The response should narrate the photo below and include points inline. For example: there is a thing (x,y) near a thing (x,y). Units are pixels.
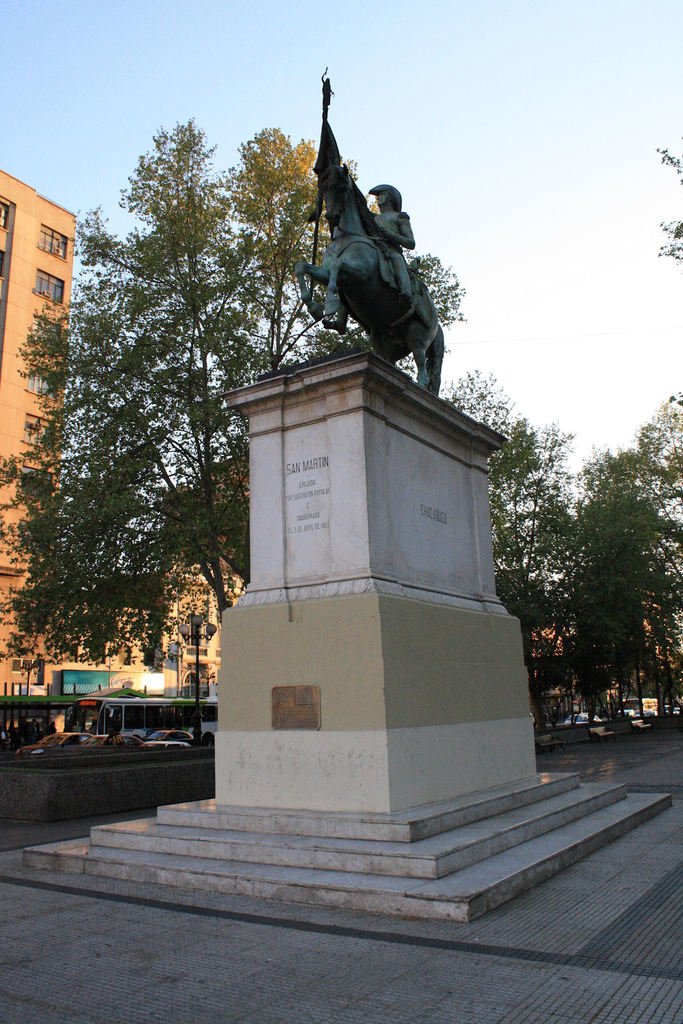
In this picture there is a statue (390,334) on a pillar (388,444) in the center of the image (330,481) and there are stairs (230,855) at the bottom side of the image (484,824) and there are buildings (15,557), trees (593,560), and vehicles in the background area of the image (114,646).
